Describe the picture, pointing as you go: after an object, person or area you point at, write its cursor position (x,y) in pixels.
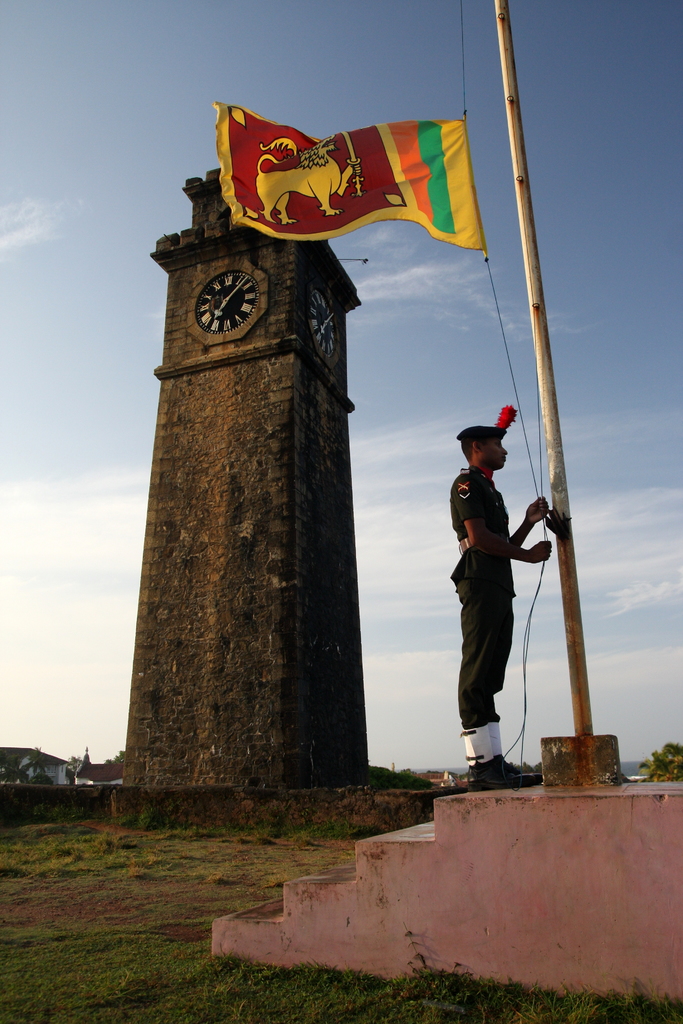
In the foreground of this image (486,602), on the right (503,570), there is a man (488,472) hoisting a flag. We can also see stairs (315,890) and grass (95,926). Behind it, there is a clock tower (263,256), few buildings (114,769) and the sky (105,384).
